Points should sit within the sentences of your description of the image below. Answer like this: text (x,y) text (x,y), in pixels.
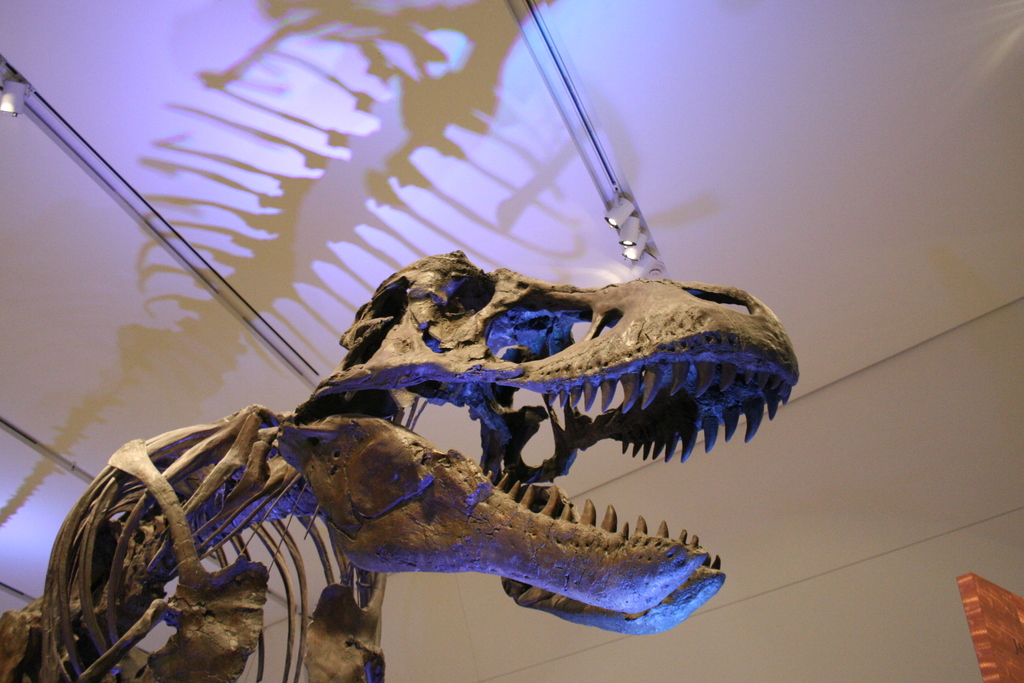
In this image I can see the skeleton of an ancient animal (369,504) and in the background (832,75) I can see the ceiling (777,213), few lights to the ceiling (814,233), the wall (860,488) and the brown colored object (995,676).
